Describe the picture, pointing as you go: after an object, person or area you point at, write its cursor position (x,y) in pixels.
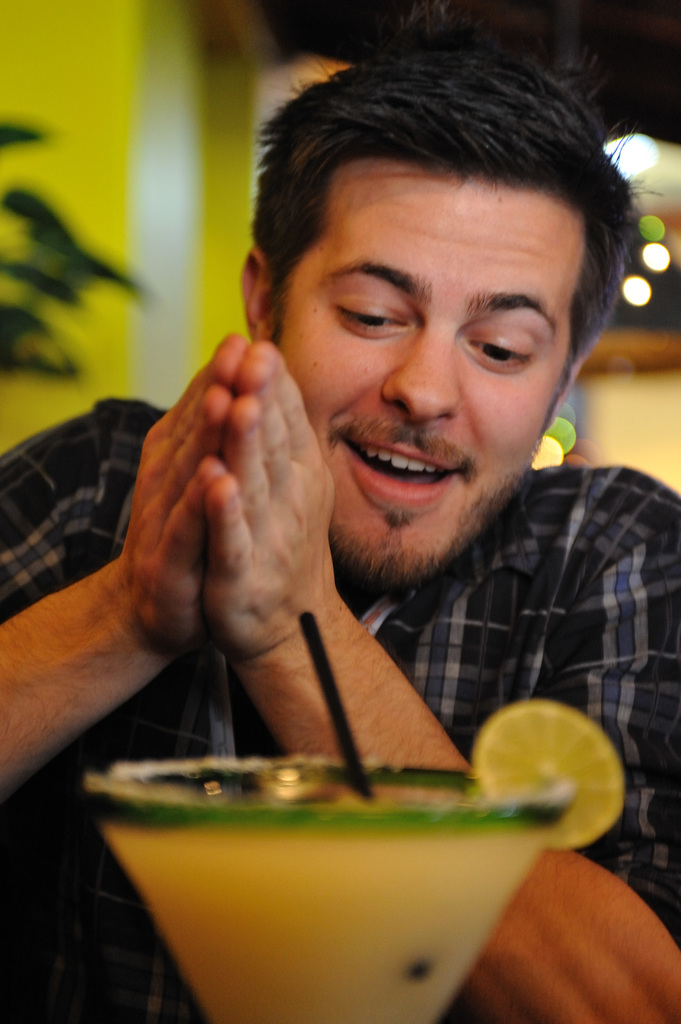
In this image there is a person (301,403), there is juice (328,876) in the glass (325,895), there is a wall (173,203), there is a straw (314,646) in the glass (343,792).
